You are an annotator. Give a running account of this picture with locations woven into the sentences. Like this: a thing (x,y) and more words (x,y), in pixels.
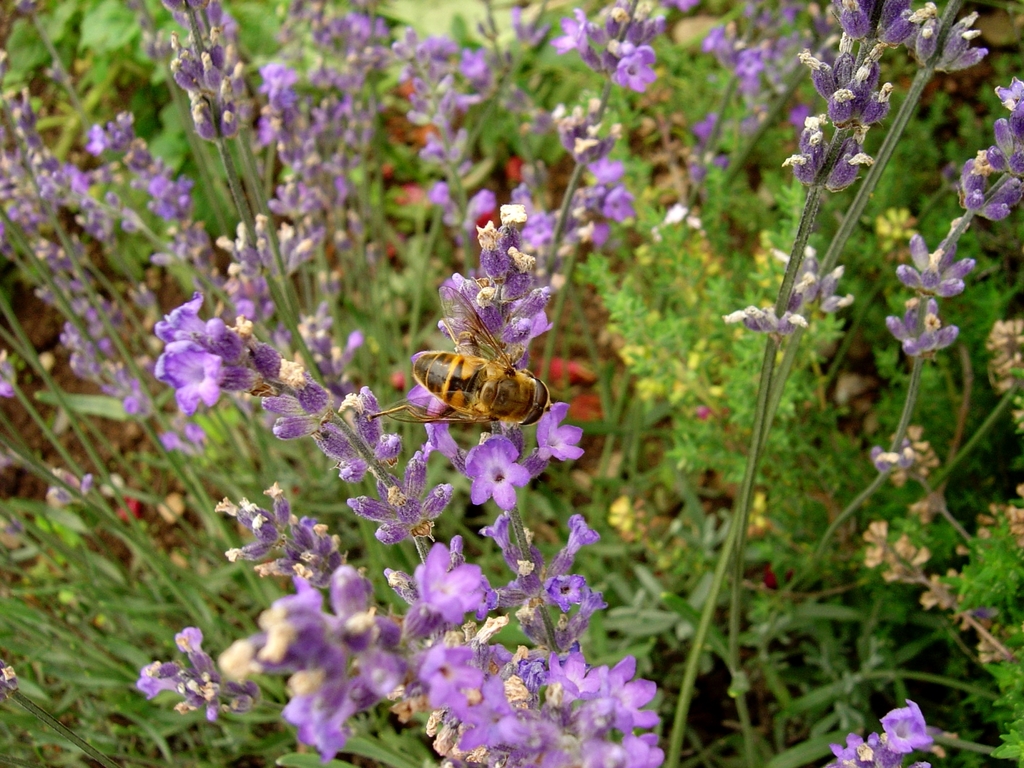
This image consists of plants (492,447). It has flowers (496,245). They are in purple color. There is a honey bee (442,399) in the middle (479,315).
